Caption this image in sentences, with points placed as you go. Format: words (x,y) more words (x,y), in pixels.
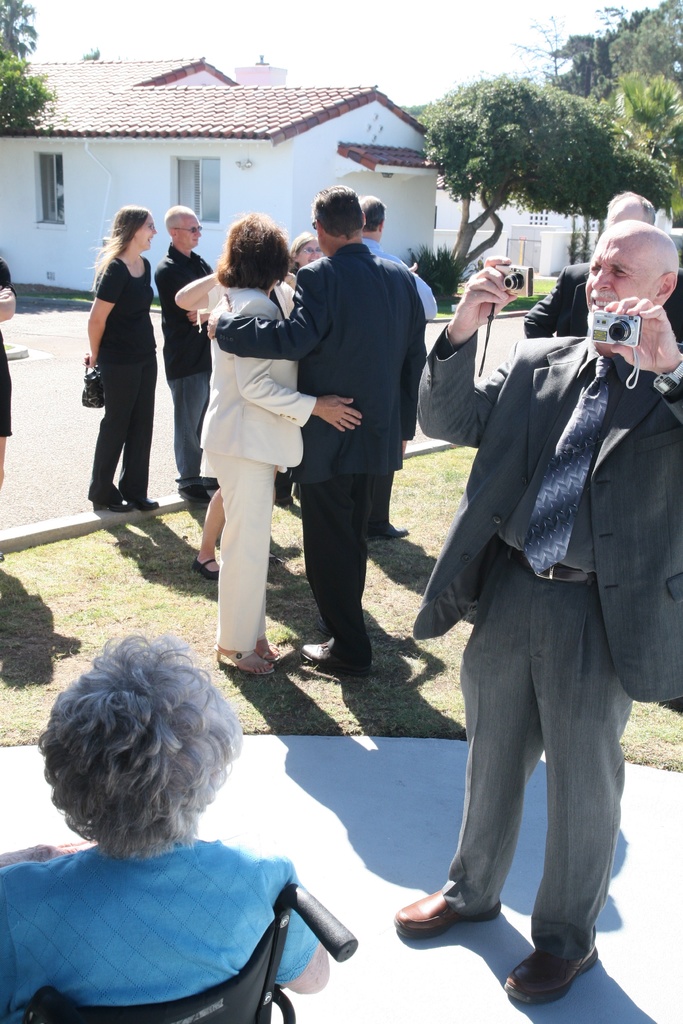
At the bottom of this image (142,822), there is a person (195,893) in a blue color t-shirt (163,865), sitting on a wheel chair (284,917). On the right side (631,530), there is a person (648,410) in a suit (540,420), holding two cameras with both hands (507,260) and standing. In the background (263,485), there are other persons (247,362), some of them are on the grass (281,549) on the ground (382,648), there are trees (580,114), buildings (538,226), plants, a road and there are clouds (500,4) in the sky (162,6).
